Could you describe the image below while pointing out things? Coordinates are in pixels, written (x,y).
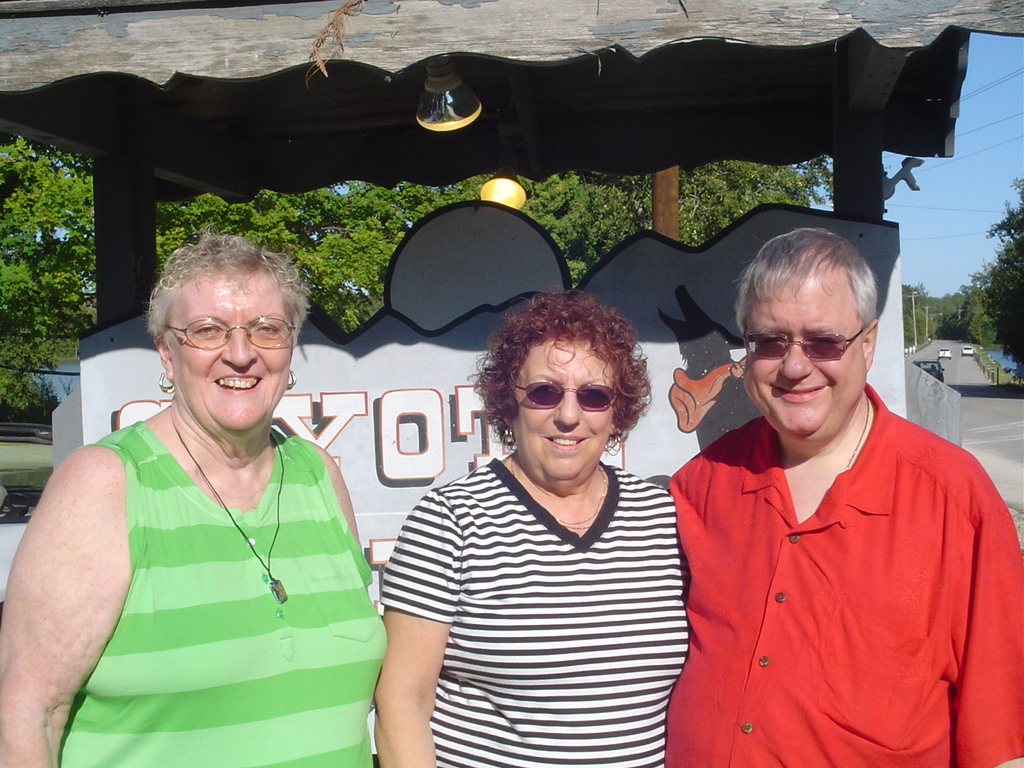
In the picture I can see a woman (155,512) wearing green color dress (296,506) and spectacles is standing on the left side of the image (164,708), we can see a woman (592,625) wearing black and white color T-shirt (587,625) and glasses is standing next to her and on the right side of the image (830,658), I can see a man (786,701) wearing a red color shirt (751,564) and glasses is standing. Here we can see they are all smiling and in the background (667,386), I can see a board (457,335), wooden pergola (432,143), lights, trees (332,225), vehicles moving on the road (979,376), I can see the poles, wires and the sky (941,259).
